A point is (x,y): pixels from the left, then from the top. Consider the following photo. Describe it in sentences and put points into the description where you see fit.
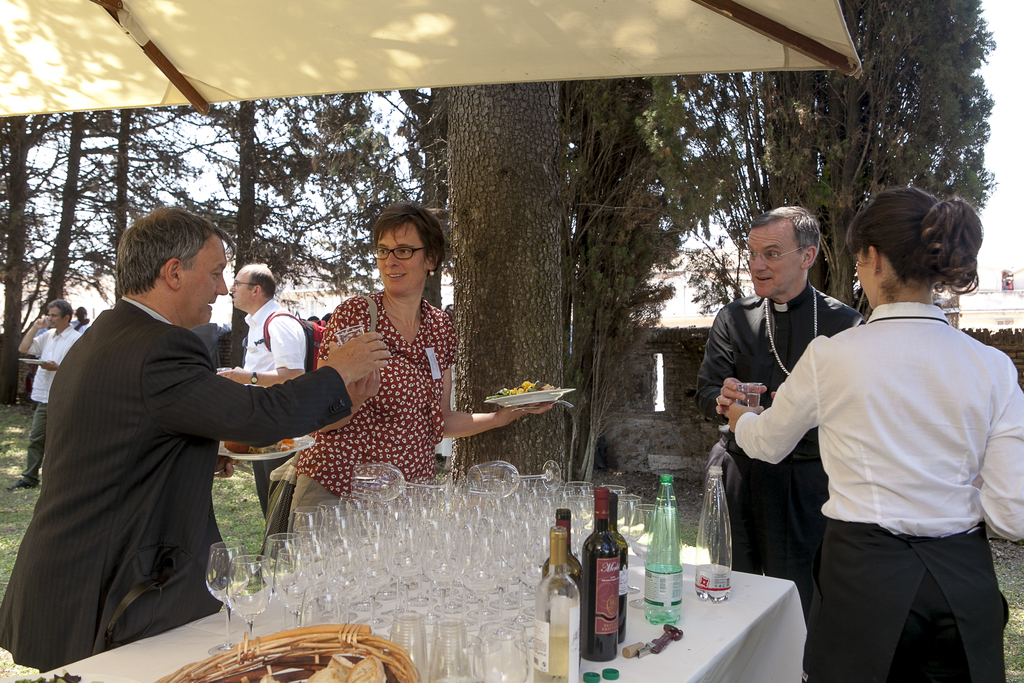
In this image there are two persons (777,438) standing at right side (815,442) to this image. One women (921,479) is standing at right side (917,494) is wearing white color shirt (892,439) and the person (732,370) at left side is wearing black color shirt (765,340) and holding a glass (752,400), and there are some trees (701,216) in the background (617,207) and there is a table (747,607) at bottom of the image (626,602) and there are some glasses (504,567) and bottles (571,566) kept on to this table (644,620). The table (707,620) is covered with white color cloth (690,633), and the person (174,480) at left side (133,461) is wearing black color blazer (151,447) and the women (400,378) in middle (527,399) is holding a plate (510,398) which is in white color and there is an umbrella (265,86) at top of this image, and there are some other persons (76,334) standing at left side of this image (49,347) and middle of this image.
